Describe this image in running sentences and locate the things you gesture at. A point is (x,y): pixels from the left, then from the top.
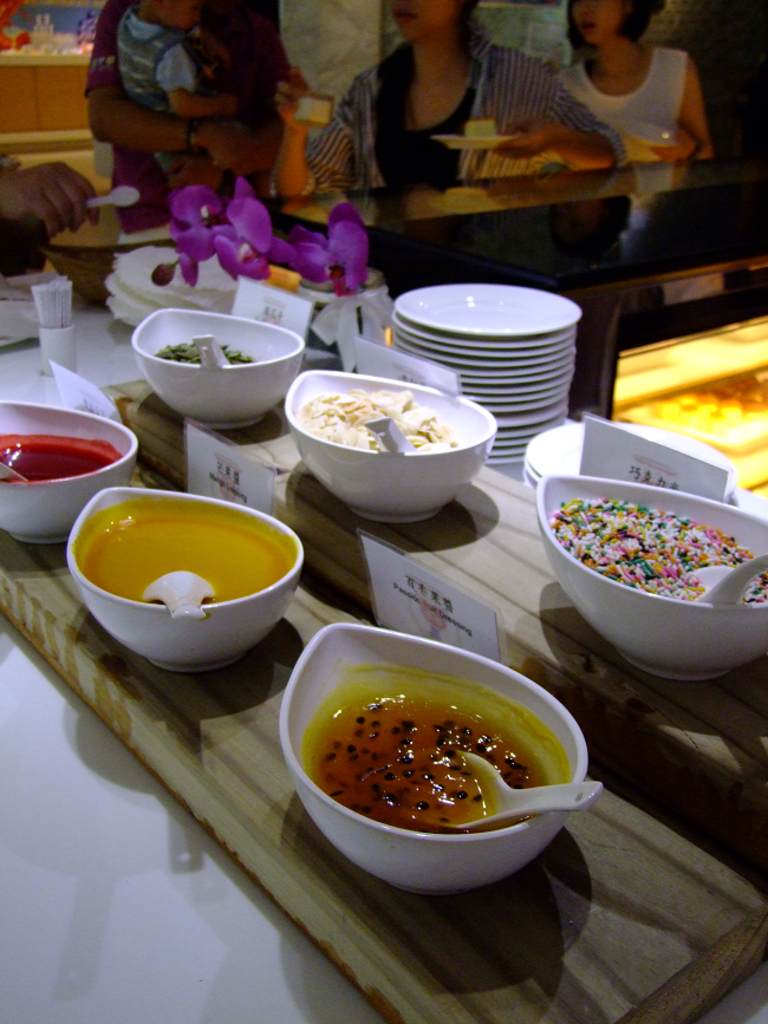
In this image there is a table (267,923) and we can see plates (478,326), bowls (383,471), spatulas (536,808), napkins (135,274), decors (256,251) and some dishes (176,546) placed on the table (253,891). In the background (140,111) there are people (695,103).
